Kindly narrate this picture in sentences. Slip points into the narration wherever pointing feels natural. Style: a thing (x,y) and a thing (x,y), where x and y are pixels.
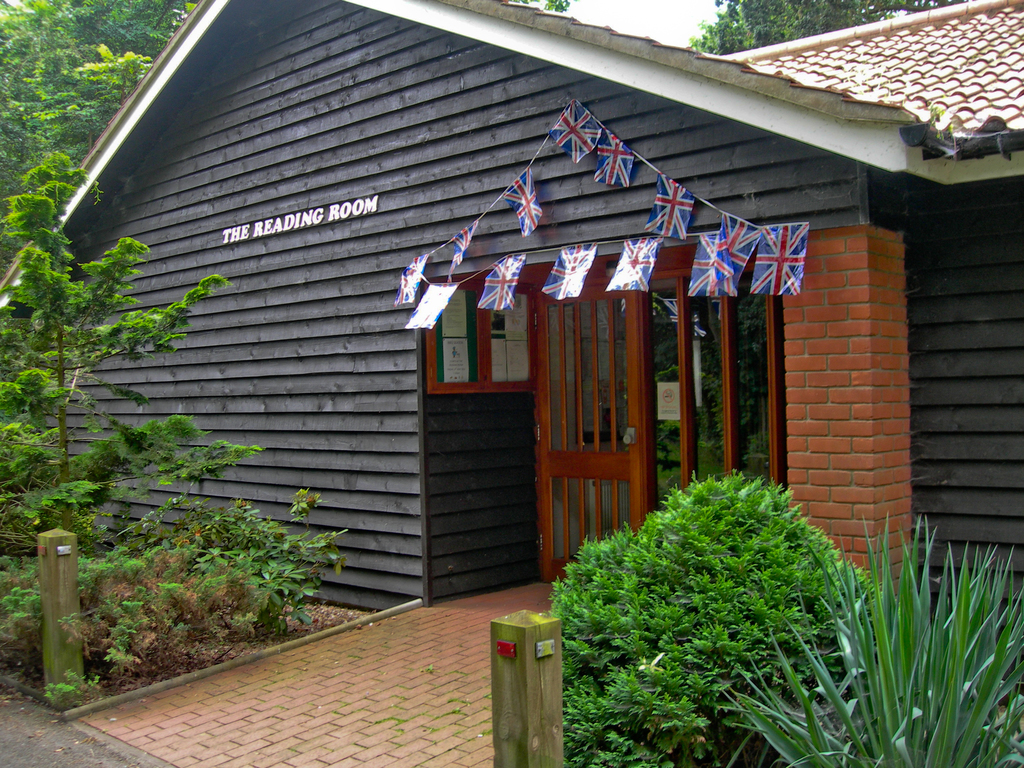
In this image we can see a house (573,331). There is a door (623,385). To the right side of the image (756,599) there are plants (691,633). To the left side of the image (105,516) there are plants (83,480) and trees (80,142). At the bottom of the image (104,740) there is road (57,730) and pathway (309,667).
